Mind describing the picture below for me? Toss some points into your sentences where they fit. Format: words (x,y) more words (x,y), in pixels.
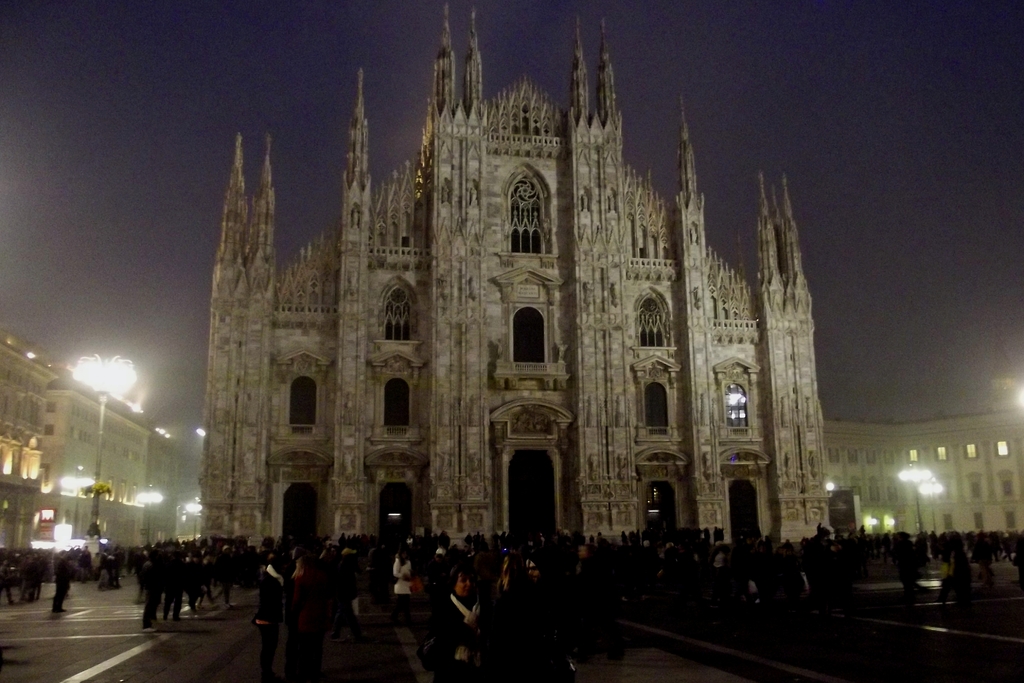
In this picture I can see at the bottom (967,558) there are lot of people (476,598). In the middle (353,440) it is a monument (565,362), on the left side (119,365) there are lights (123,369), at the top (224,70) it is the sky (201,103).
